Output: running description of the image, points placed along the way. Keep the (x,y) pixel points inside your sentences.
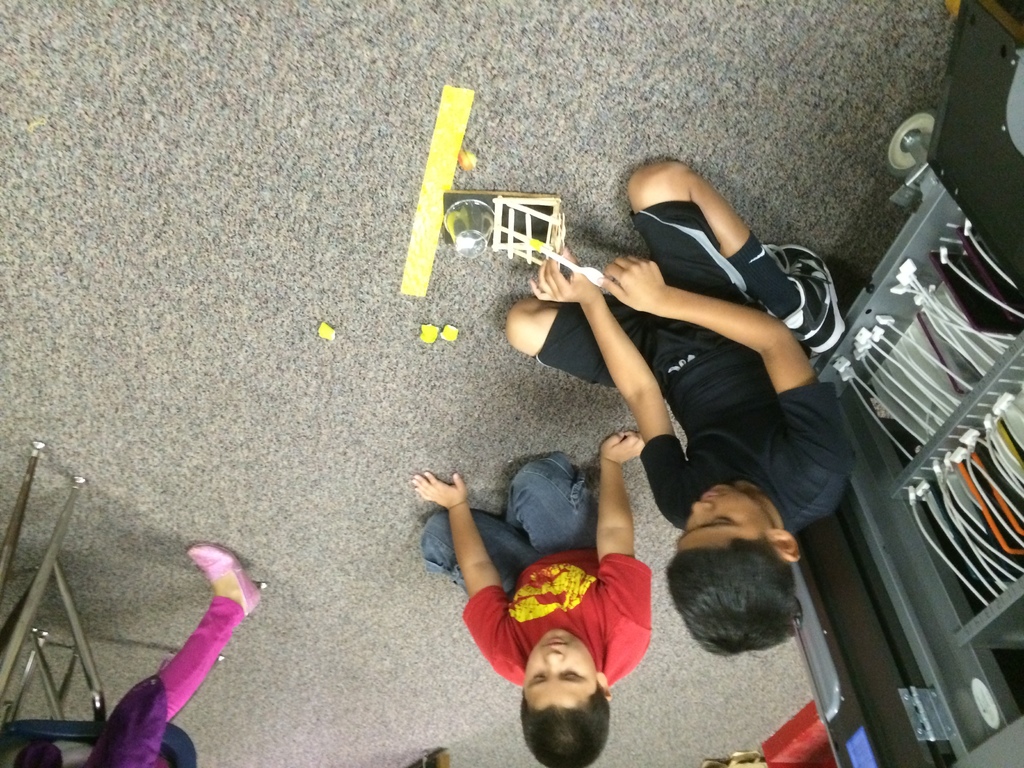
In this picture there are two people (601,523) sitting on the floor (297,502) and there are objects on the floor (413,170). On the right side of the image (922,279) there is an object (911,292). On the left side of the image (129,752) it looks like a chair (33,721) and there might be a person (114,756) sitting on the chair (20,730).
